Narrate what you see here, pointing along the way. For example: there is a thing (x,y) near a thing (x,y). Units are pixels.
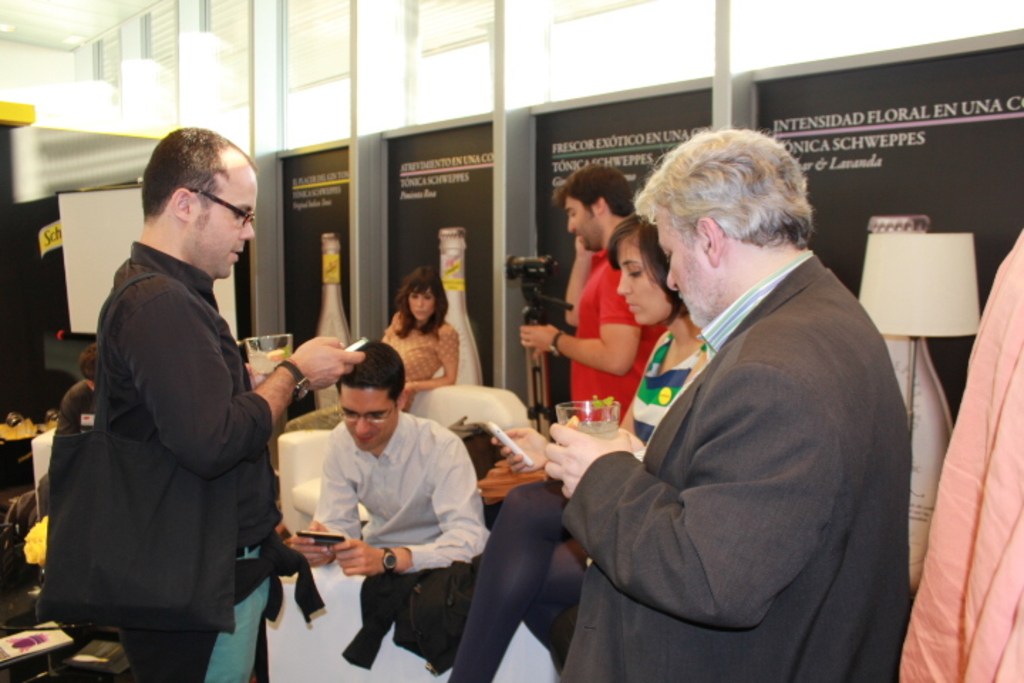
In this picture we can see some people (485,544) standing here, a man (633,568) on the right side (703,473) is holding a glass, a man (260,450) on the left side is holding a mobile phone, in the background (288,293) we can see hoardings (425,231), there is a camera (542,280) here, on the right side (940,278) there is a lamp (921,299).
